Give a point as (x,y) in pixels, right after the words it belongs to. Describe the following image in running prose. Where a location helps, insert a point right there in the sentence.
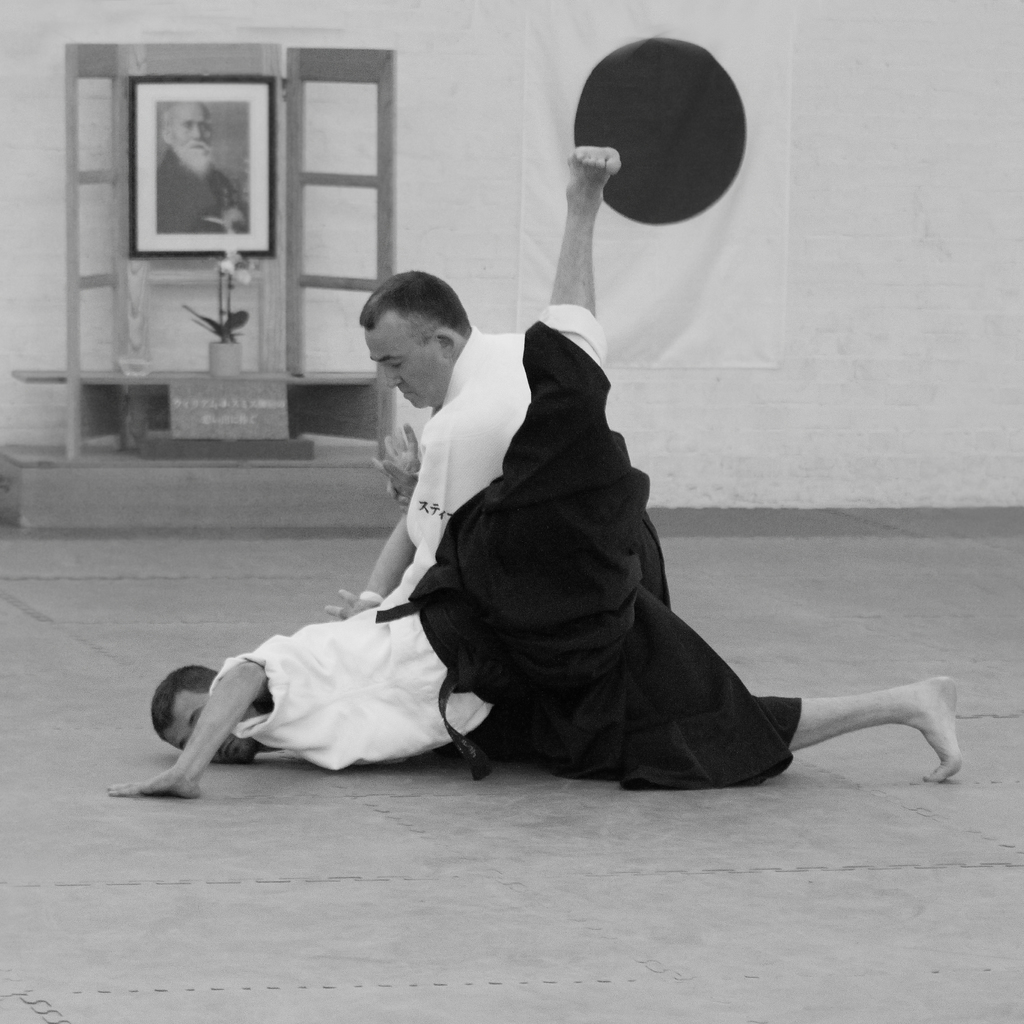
In the center of the picture (401,497) we can see two persons (463,510) practicing martial arts. In the background (208,160) there are frame (212,126), flower vase (229,370), board (234,394), table (264,472), wall (464,71) and flag (682,158).
